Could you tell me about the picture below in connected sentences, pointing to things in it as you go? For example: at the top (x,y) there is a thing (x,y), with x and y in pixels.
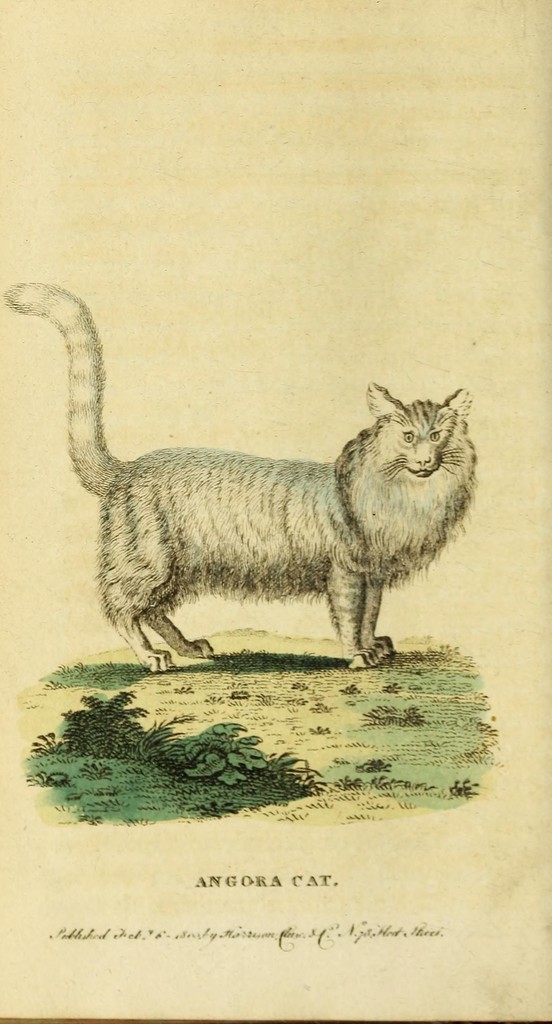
In this picture I can see a paper (228,725), there are words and there is an image (104,494) of an animal (234,548) on the paper (73,643).
